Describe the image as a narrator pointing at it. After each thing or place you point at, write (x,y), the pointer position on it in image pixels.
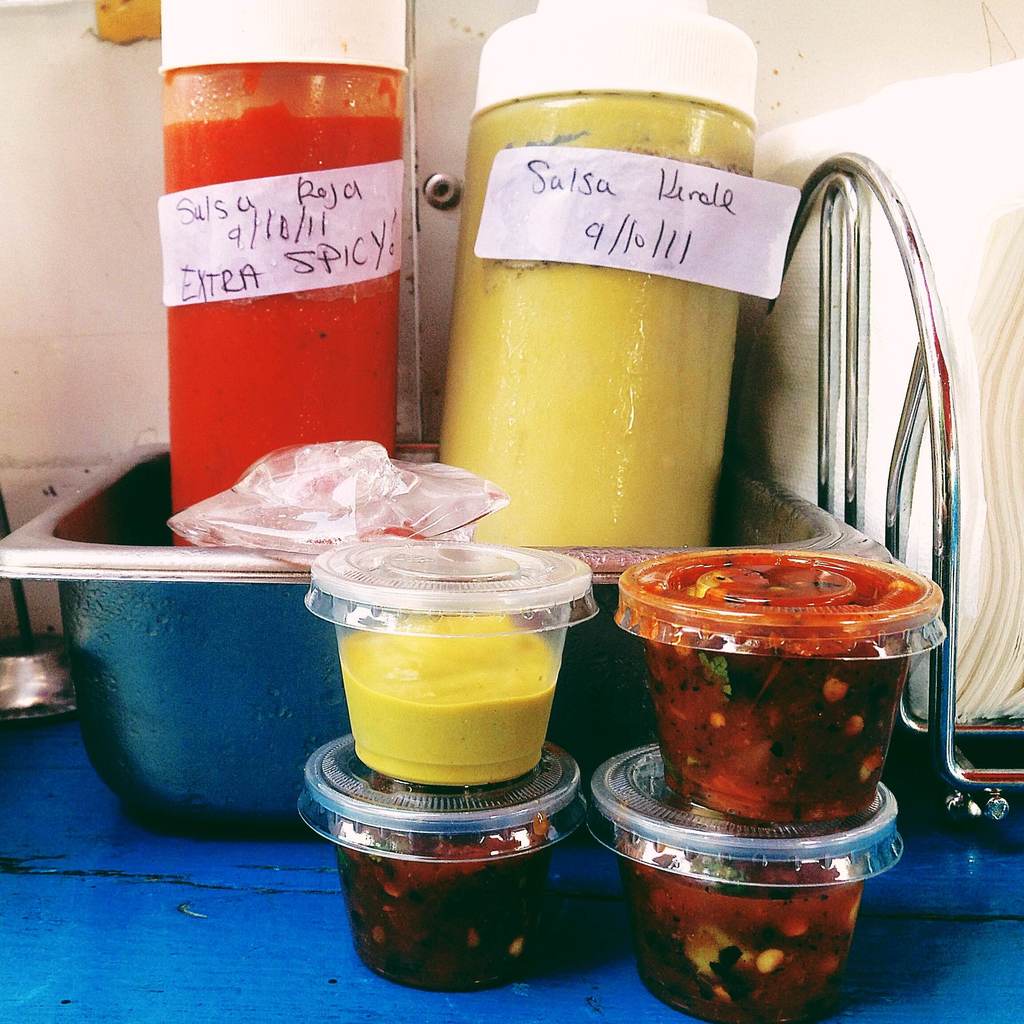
In this picture we see salsa bottles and few cups (572,768) of salsa (856,898).
